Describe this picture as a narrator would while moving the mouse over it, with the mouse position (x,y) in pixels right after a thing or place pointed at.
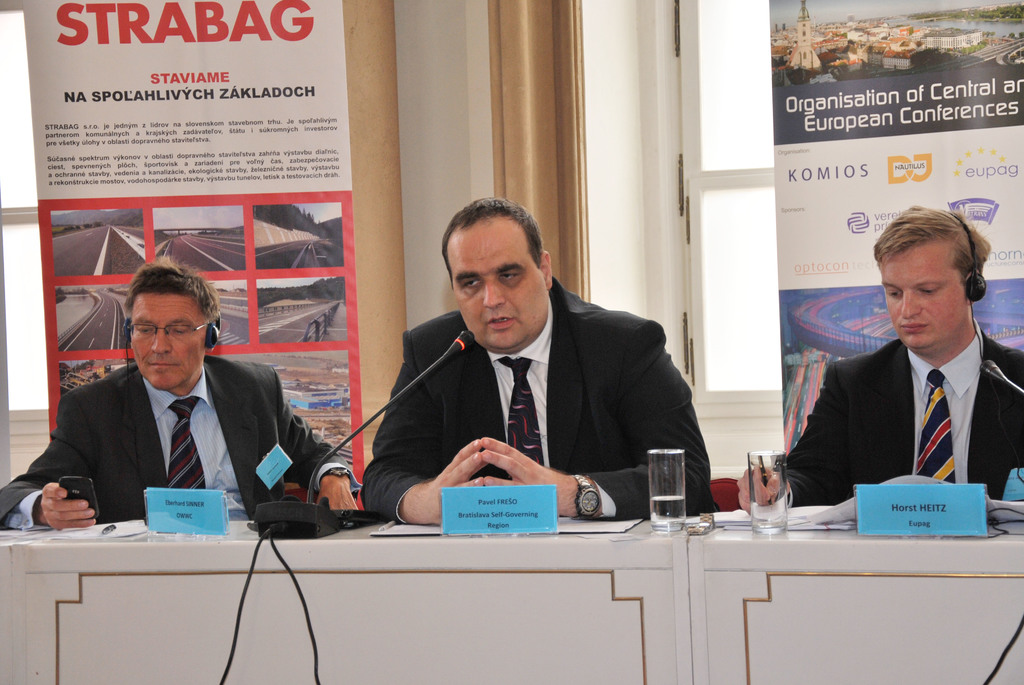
In this image there are three persons (403,441) sitting in the middle of this image (493,450) and there is a wall (478,126) in the background (419,129). There are some posters (286,137) on the left side of this image (206,211) and right side of this image (944,175) as well. There is a table (368,651) in the bottom of this image (659,617). There are some glasses (671,492) and some objects (264,506) are kept on to this table (621,535). The person (282,477) sitting on the left side of this image (125,451) is holding a mobile (75,484).
